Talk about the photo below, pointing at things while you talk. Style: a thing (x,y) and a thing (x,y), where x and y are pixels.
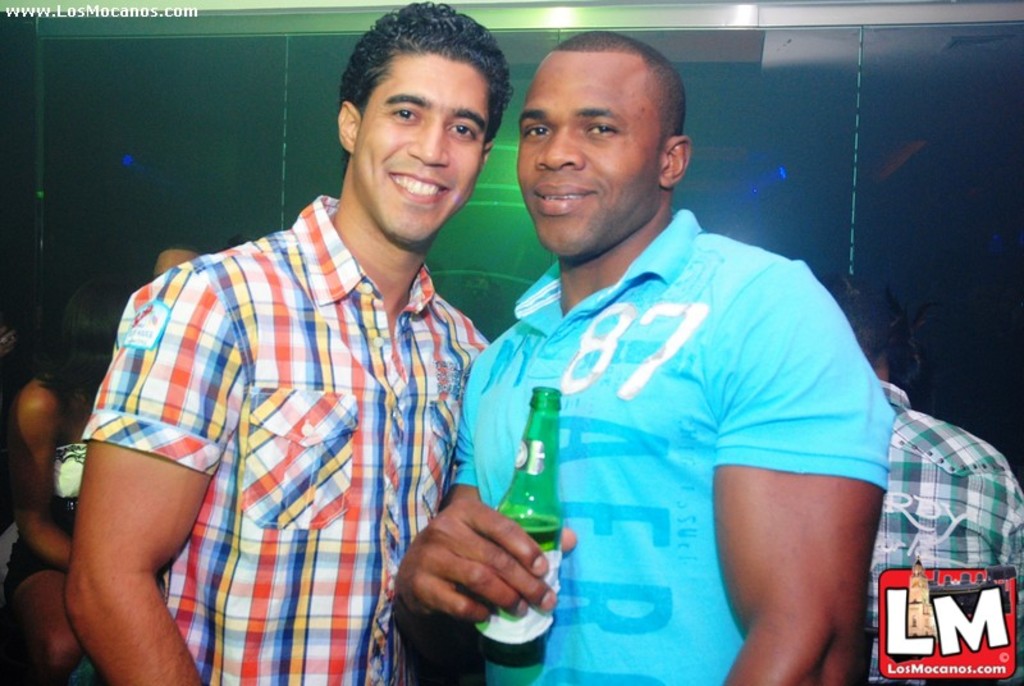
In the middle of the image (615,438) two persons (619,100) are standing and smiling. He is holding a bottle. Behind them there is a wall (14,126).
